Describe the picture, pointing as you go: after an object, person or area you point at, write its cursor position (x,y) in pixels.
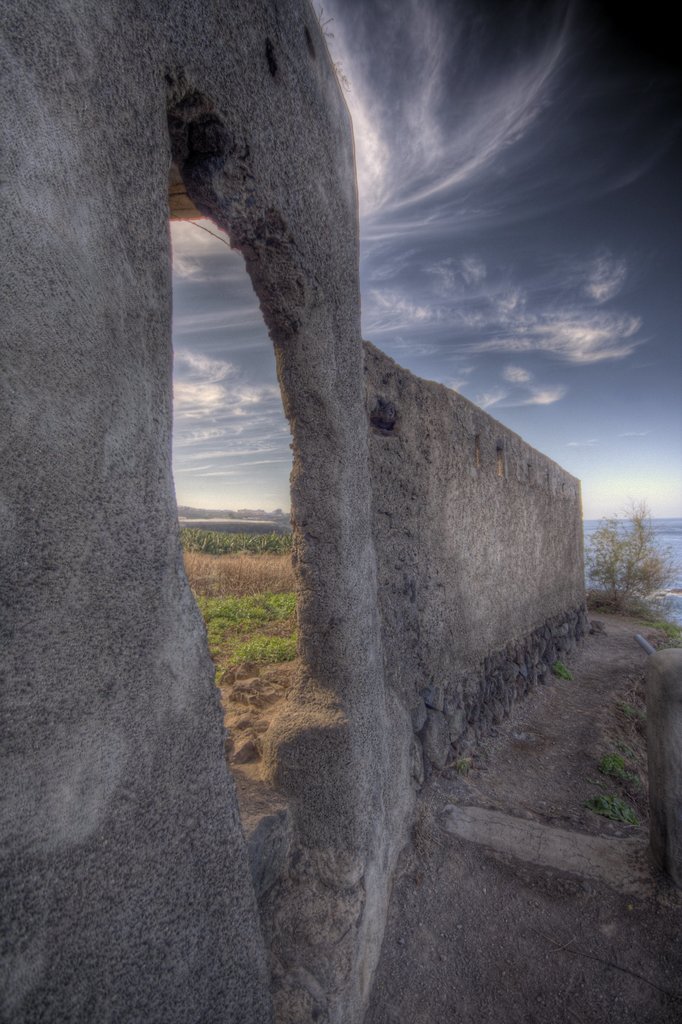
In this image there is a wall (134,583) and we can see a tree (619,589). There is grass (268,610). In the background (680,582) there is water (666,545) and sky (593,368).
